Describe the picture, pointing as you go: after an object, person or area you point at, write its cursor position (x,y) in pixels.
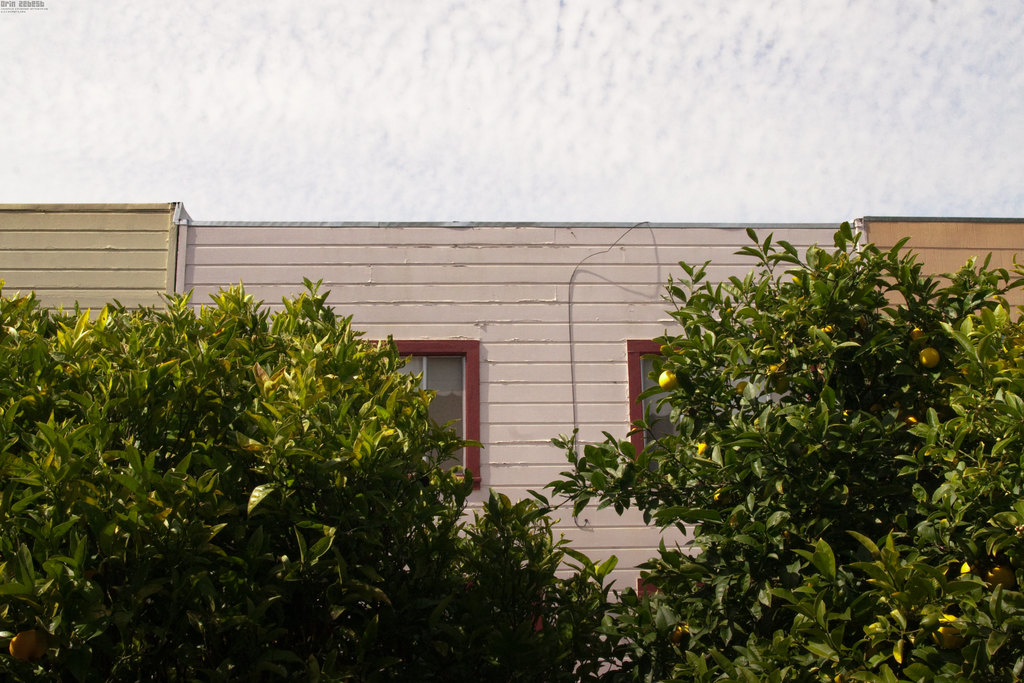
In the center of the image (406,257) we can see the buildings (537,408), windows (644,368). At the bottom of the image (237,564) we can see the trees (796,439) and fruits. At the top of the image (369,110) we can see the clouds (525,54) in the sky (503,68). In the top left corner (22,11) we can see the text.
